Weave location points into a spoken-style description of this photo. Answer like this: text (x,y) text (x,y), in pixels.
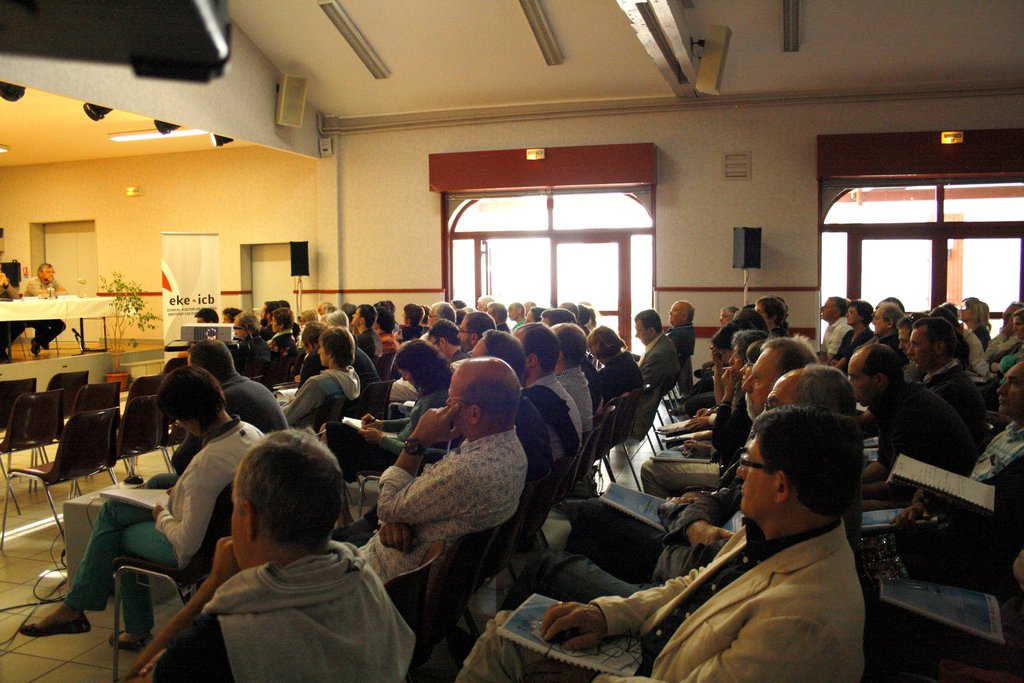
In this picture, There are some people (853,567) sitting on the chairs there are some chairs (19,445) which are in black color and in the background (329,170) there is a white color and there are some windows (652,231) in brown color.
